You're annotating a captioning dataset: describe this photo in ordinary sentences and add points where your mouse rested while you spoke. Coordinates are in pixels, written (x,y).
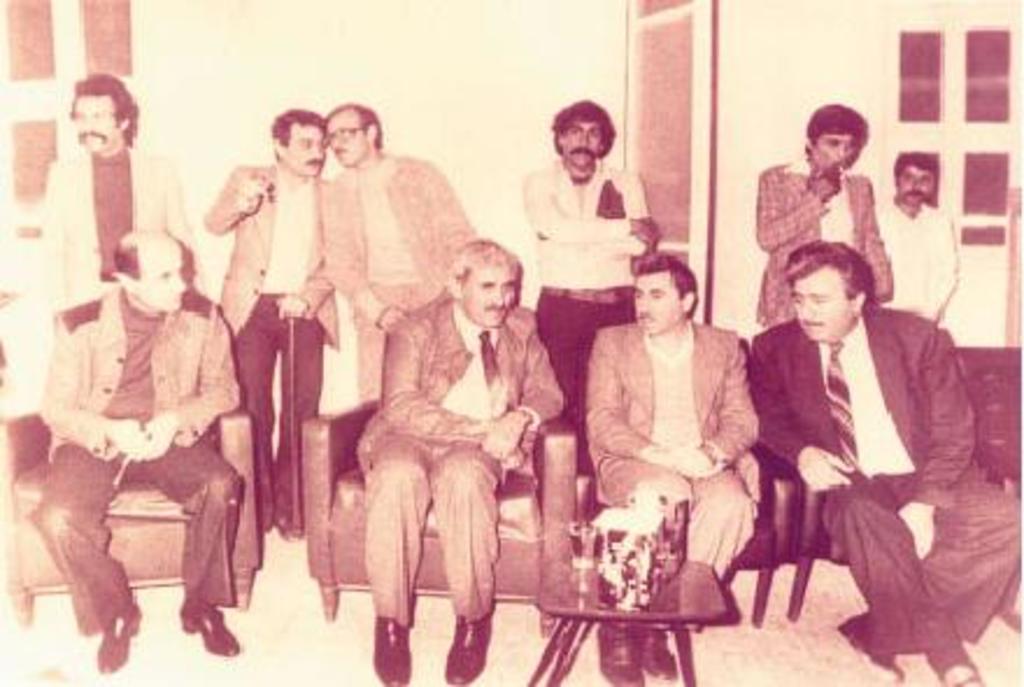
It looks like an old image. We can see some people (122,205) standing on the floor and some people (631,348) sitting on the chairs (796,507). In front of the people (635,366), there are some objects (611,559) on the table (592,611). Behind the people (269,300), there are windows (940,122) and a wall (225,48).
